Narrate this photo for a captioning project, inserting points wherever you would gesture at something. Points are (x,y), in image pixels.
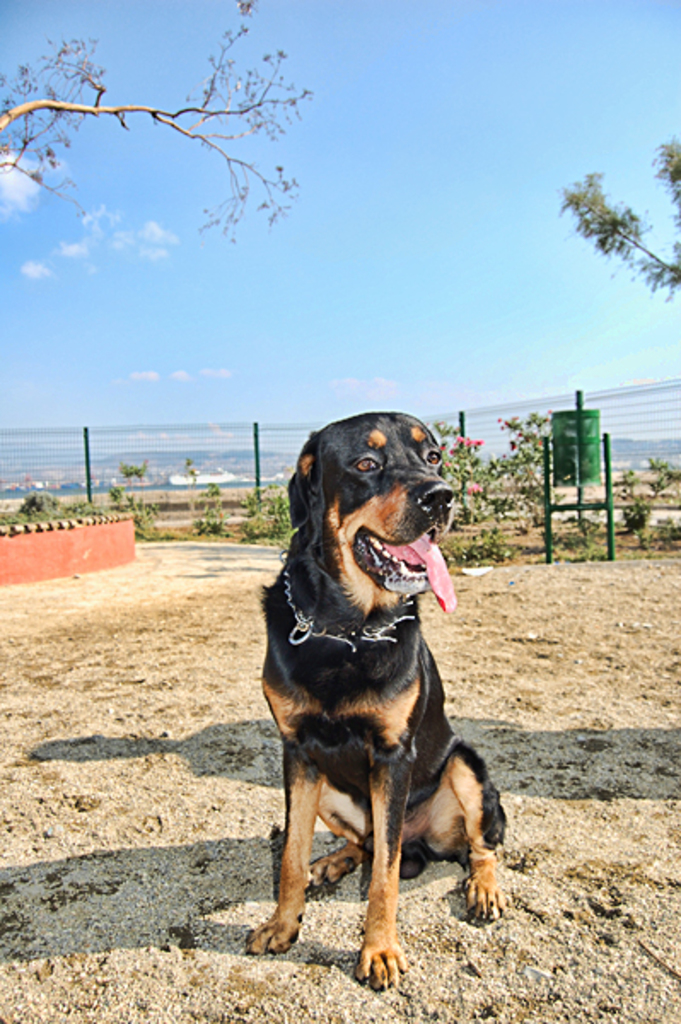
In this image I see a dog (300,748) which is of black and brown in color and I see the ground (168,633). In the background (592,470) I see the plants (481,471) and I see a green color bin (589,420) on these rods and I see the trees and I see the clear sky (331,239).
